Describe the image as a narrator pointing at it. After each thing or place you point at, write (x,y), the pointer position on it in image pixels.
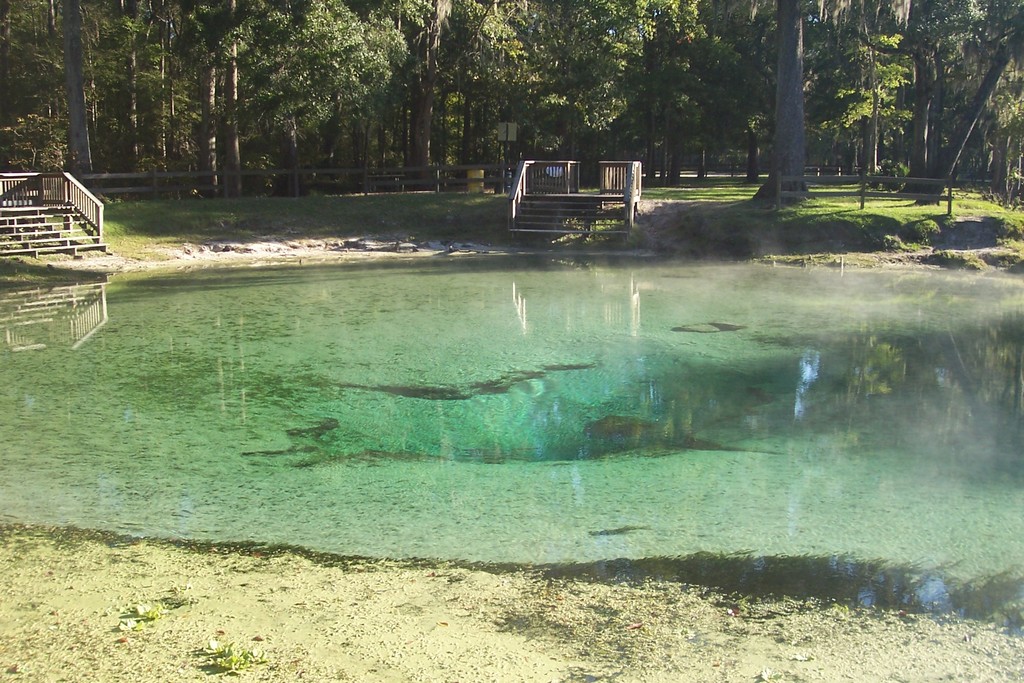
In this image at the bottom (670,583), there is water (482,504) and land (388,642). In the middle (563,228) there are staircases (561,221), grass (829,201), trees (298,74) and benches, fence (829,176).
